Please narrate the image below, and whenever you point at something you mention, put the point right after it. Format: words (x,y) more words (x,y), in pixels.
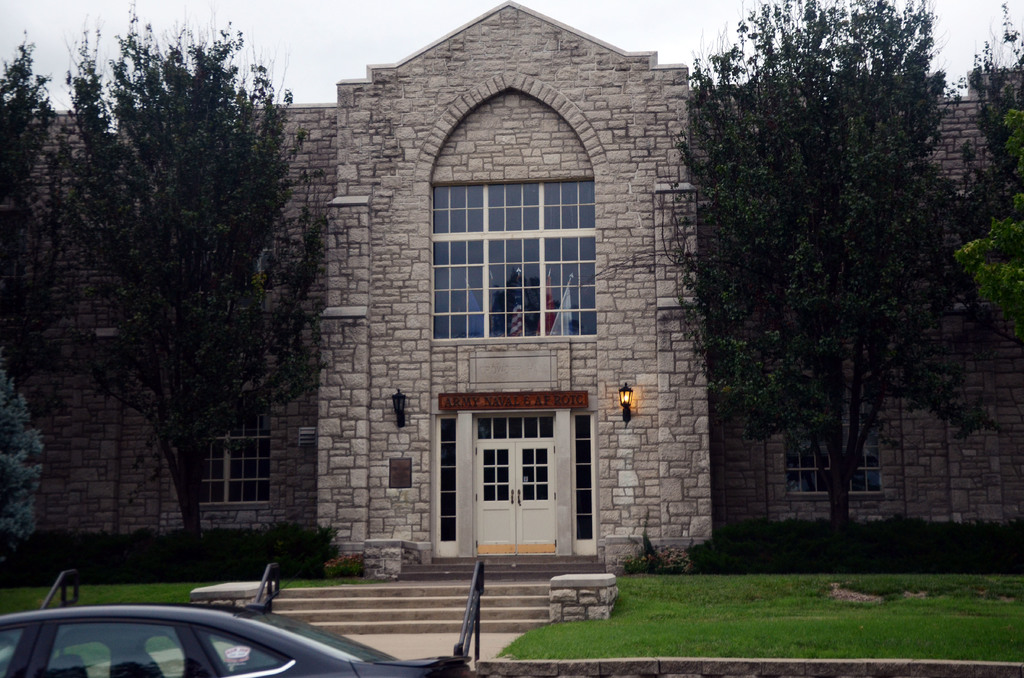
In this picture we can see a building (932,442). We can see plants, trees (161,193), grass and stairs (361,627). At the bottom portion of the picture (20,676) we can see the partial part of a vehicle (56,664). We can see lights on the wall (636,426). We can see flags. In the background (858,5) we can see the sky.
